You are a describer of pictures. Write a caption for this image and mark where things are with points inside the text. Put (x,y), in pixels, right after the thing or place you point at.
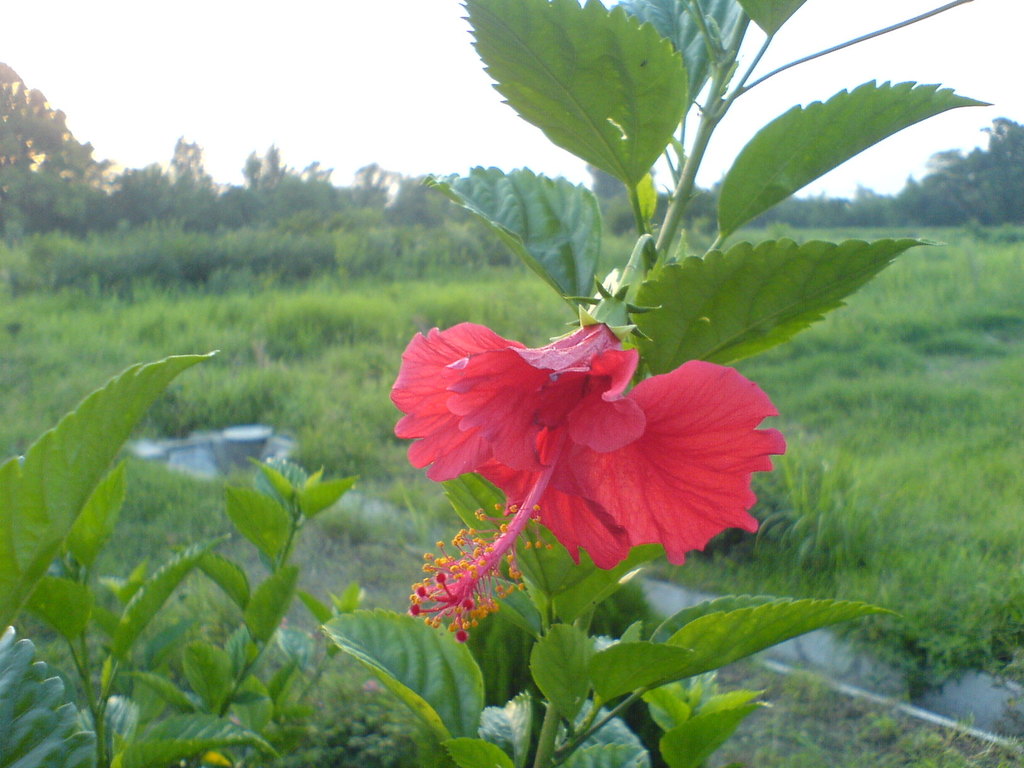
An outdoor picture. This red flower (589,508) is highlighted in this picture. Grass (780,502) is in green color. Far there are number of trees (283,184).
